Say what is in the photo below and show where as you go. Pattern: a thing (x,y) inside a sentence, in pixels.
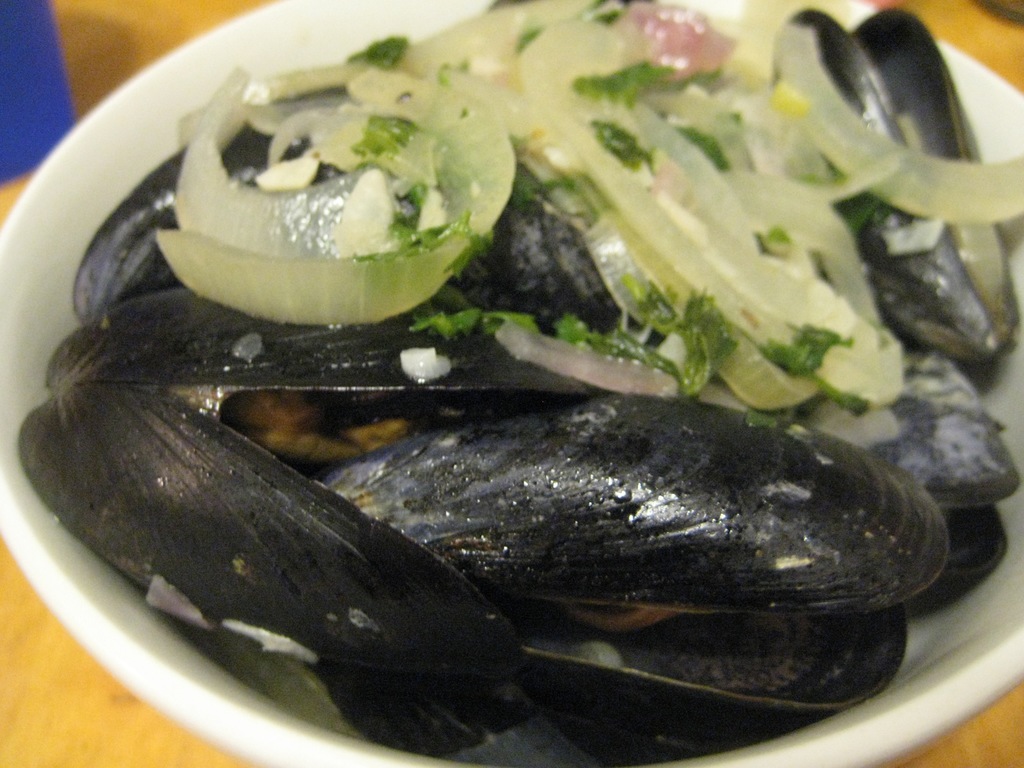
In this image we can see a bowl (871,760) containing food (298,611) placed on the table (12,724).
